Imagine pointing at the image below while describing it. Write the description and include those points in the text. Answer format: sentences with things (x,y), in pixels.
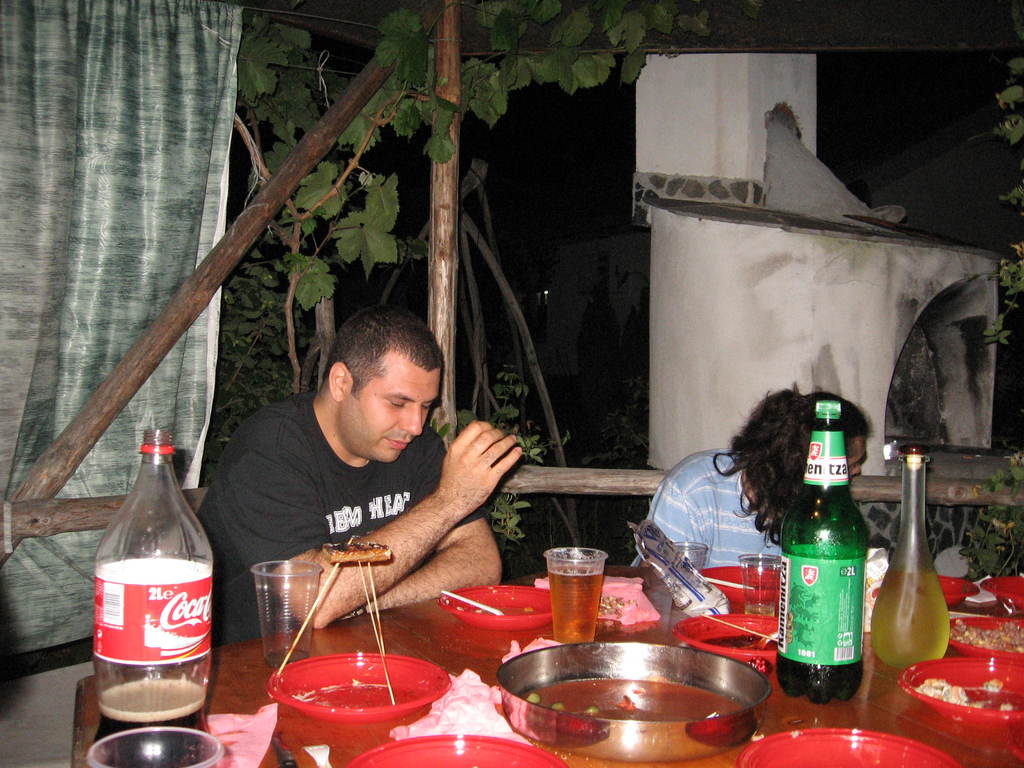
In the image we can see there are people (263,493) sitting on the chair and there are plates (717,642), bowls (720,628), plastic cup (591,580) filled with beer (570,587), wine bottle (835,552) and there is a cold drink bottle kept on the table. There are wooden poles (204,269) and there is a curtain (116,188).
